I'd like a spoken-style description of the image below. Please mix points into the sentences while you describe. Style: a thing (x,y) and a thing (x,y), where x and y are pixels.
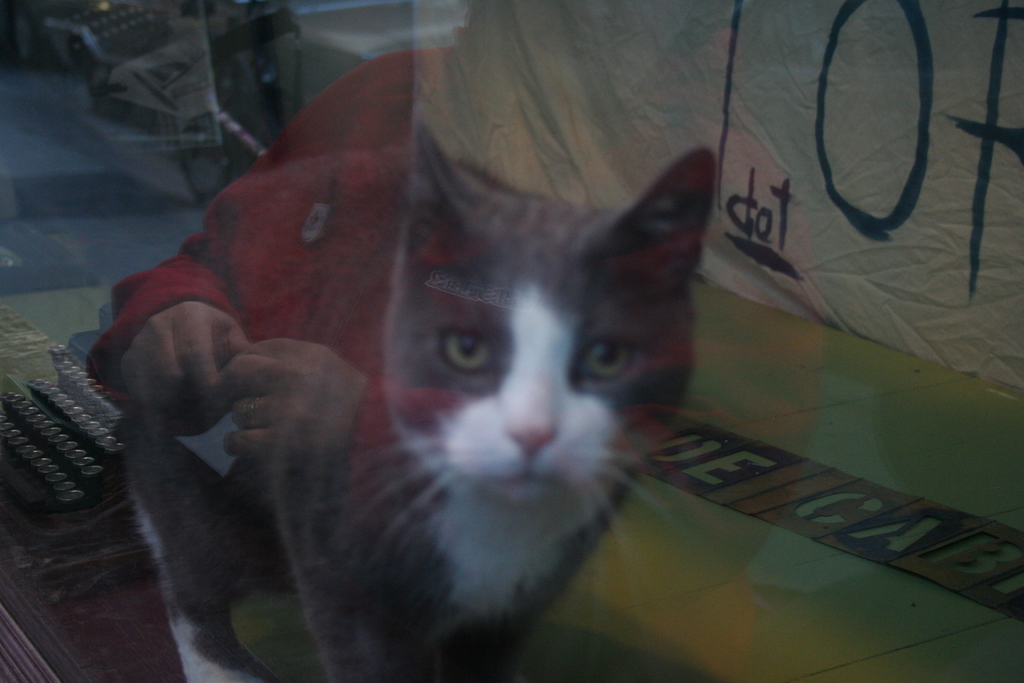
In this picture we can see glass (330,327), through this glass (389,373) we can see cat (360,508), person (264,379), banner (796,243) and objects (17,473).
